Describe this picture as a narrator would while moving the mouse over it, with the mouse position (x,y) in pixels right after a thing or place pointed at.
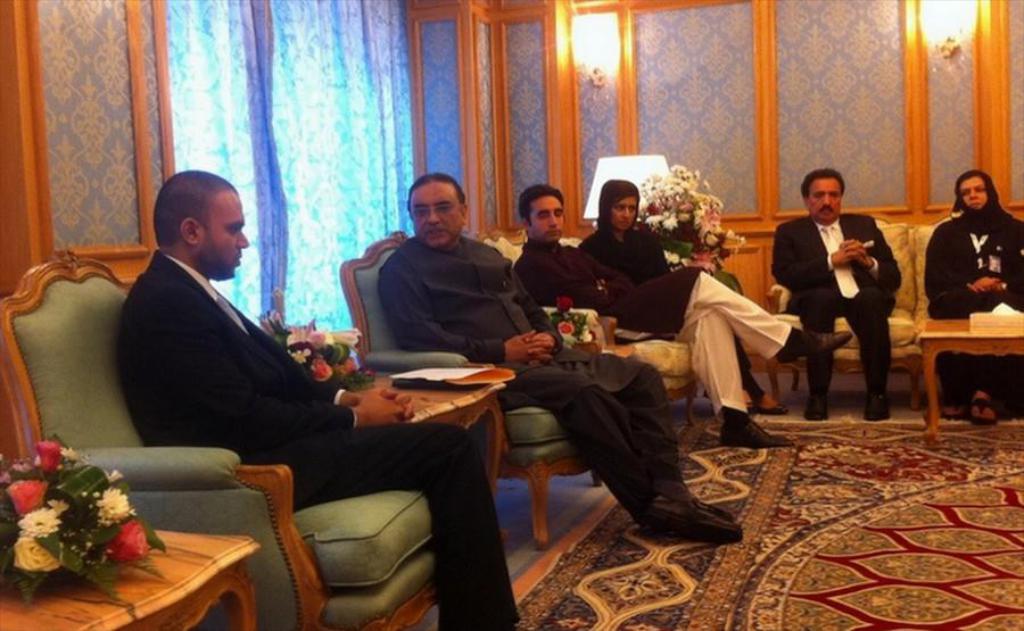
In this image I can see few people (883,333) are sitting on chairs (115,356). Here I can see number of flowers (325,331), on this wall (726,86) I can see two lights (959,6).
